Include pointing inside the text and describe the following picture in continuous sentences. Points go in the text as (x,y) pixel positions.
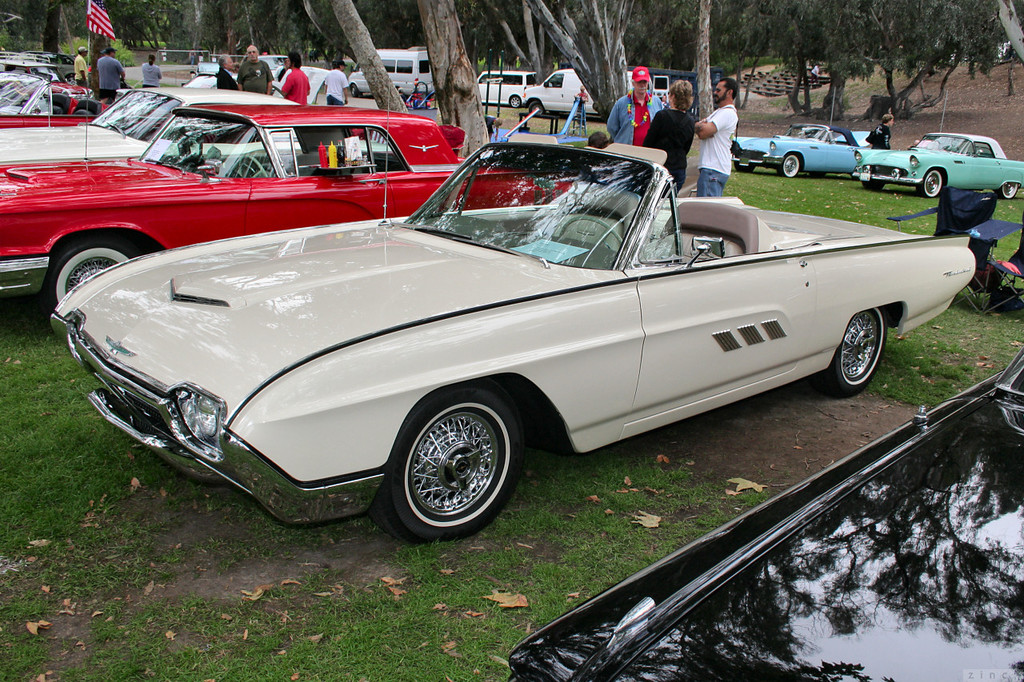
In this picture, we can see a few people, and we can see vehicles (672,193), baby trolleys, ground (938,380) with grass (415,647), trees (122,49), dry leaves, flag (92,15), and pole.
